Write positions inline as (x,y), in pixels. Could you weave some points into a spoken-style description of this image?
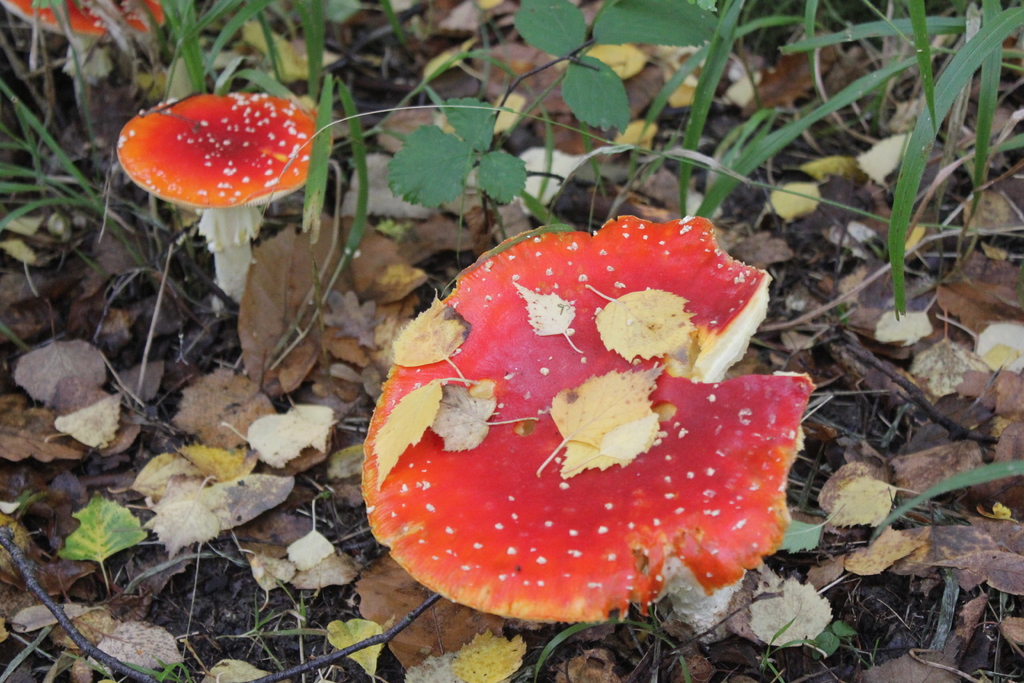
In the image there are mushrooms (492,463) on the dry grassland (423,261).
